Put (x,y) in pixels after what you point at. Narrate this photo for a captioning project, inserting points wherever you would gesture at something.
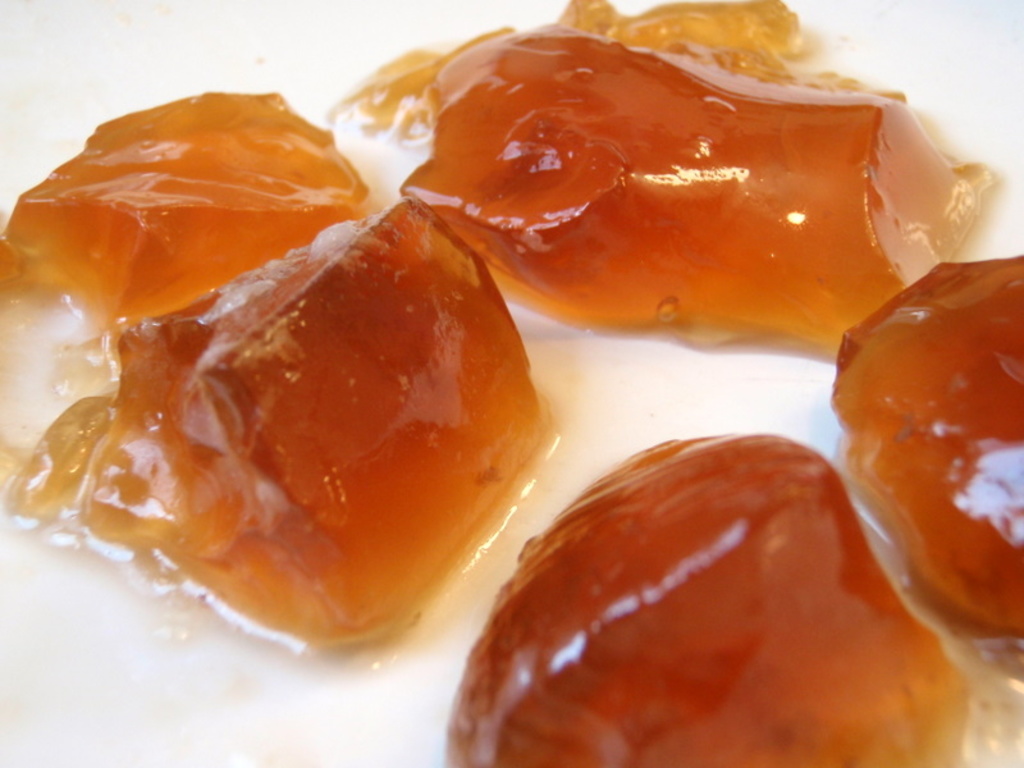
In this image we can see some objects (727,494) which looks like the food (590,221) on the white surface (989,95).
